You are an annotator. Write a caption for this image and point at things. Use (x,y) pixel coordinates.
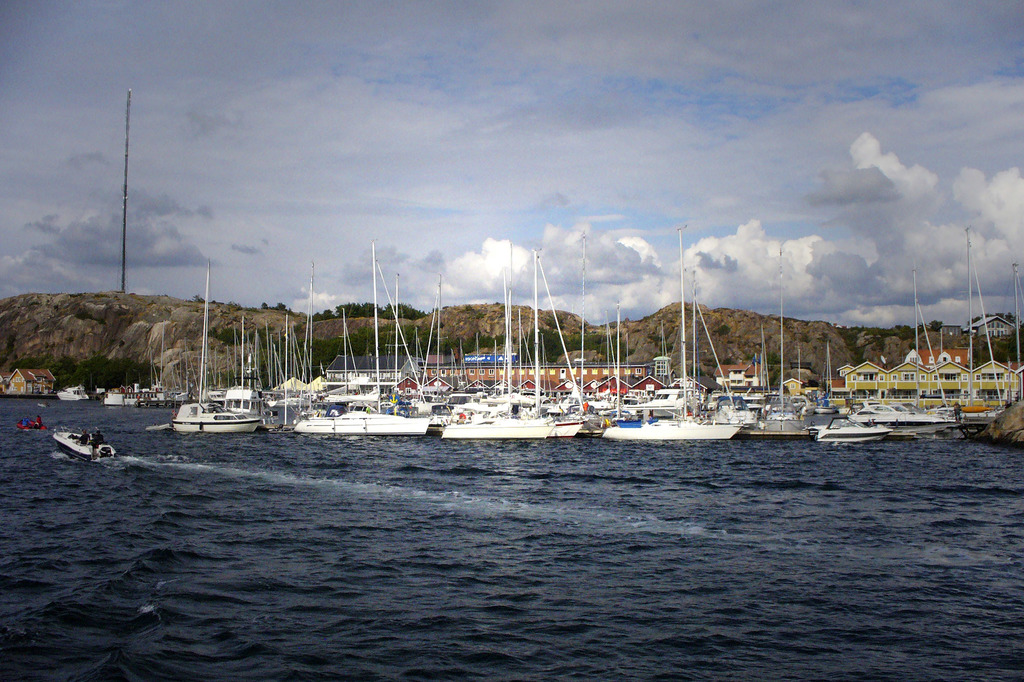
In this image I can see the boats (382,426) on the water (392,538). In the background (489,376) I can see the houses (456,364) with windows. I can see few people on one of the boat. In the background (309,338) I can see the trees (308,347), clouds (454,152), mountains (733,335) and the sky (343,144).
